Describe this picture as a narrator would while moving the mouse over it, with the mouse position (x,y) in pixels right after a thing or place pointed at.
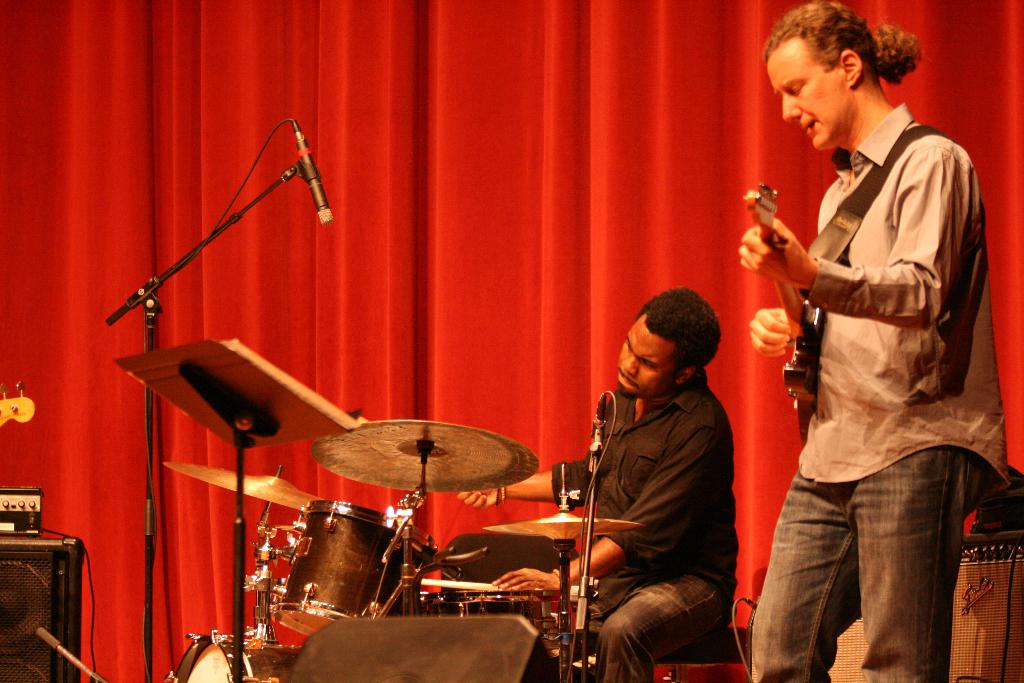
In this image on the right side (702,440) there are persons (707,456) standing and sitting holding a musical instruments (566,509) in their hand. In the background (549,279) there is a curtain (531,268) which is red in colour. In the front (391,583) there is a musical instrument (293,558) and there is a mic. On the left side (47,573) there is a speaker (38,569) and on the top of the speaker (35,584) there is an object (27,512) which is black in colour.
